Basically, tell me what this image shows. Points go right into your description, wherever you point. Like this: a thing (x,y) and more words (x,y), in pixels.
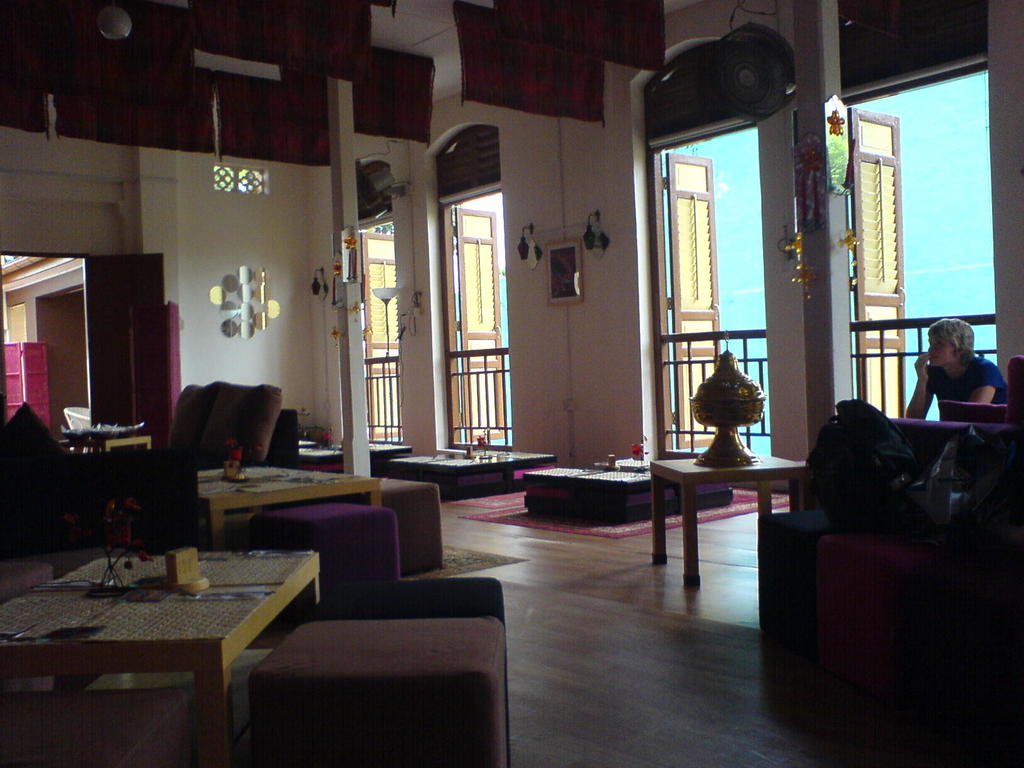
This is the picture of the inside of the house (282,233). She is sitting in the room (831,405). There is a table (234,494), sofa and chair (304,529). There is a wooden board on a table (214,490). we can see in the background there is a door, wall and cupboard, lights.
